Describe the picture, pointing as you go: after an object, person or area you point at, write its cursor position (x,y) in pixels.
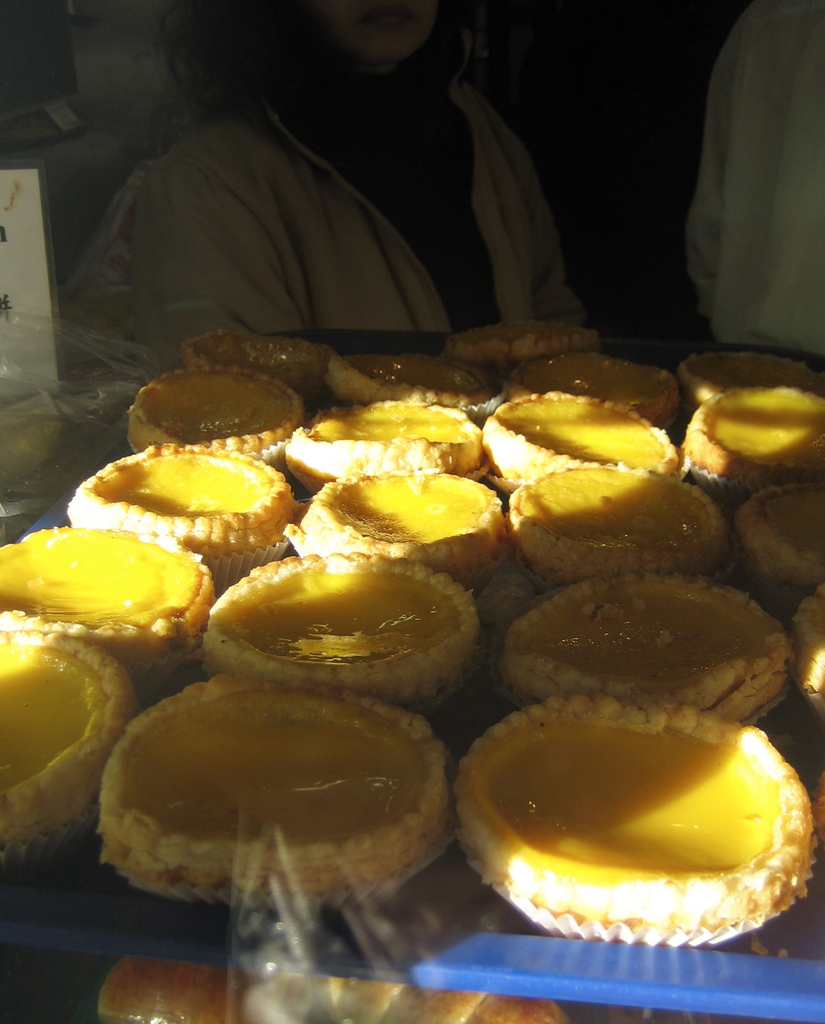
In this image I can see a food items (302,523) on the blue color tray (617,987). Food (489,557) is in yellow color. Back I can see a person (384,197) wearing white dress (293,241). We can see plastic cover (101,389).
